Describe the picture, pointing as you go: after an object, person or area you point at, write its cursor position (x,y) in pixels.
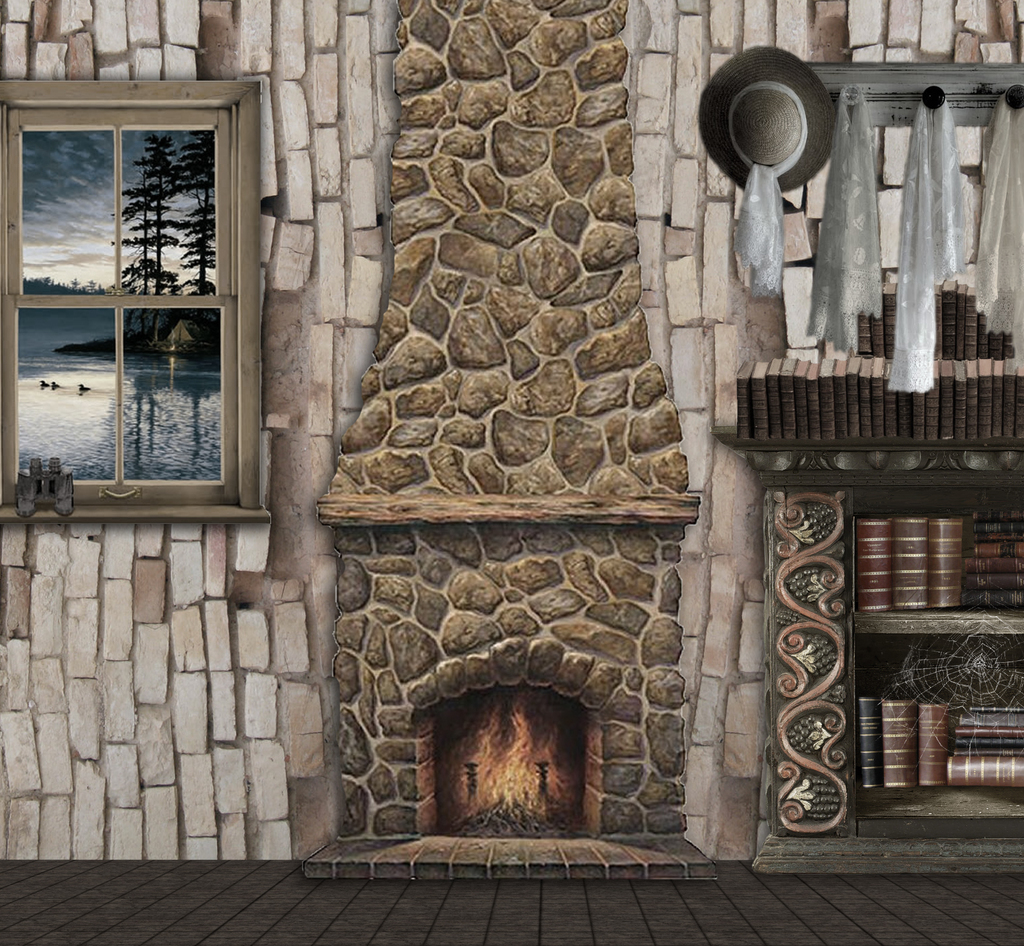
This is an animated picture we can see a wall (200,600) with a fireplace (468,383) and a glass window (126,287) and there are some books (888,708) in and on the shelves (841,496). At the top of the shelves (854,483) there is a hat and some clothes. Behind the window (81,383) there is water (72,420), trees (172,183) and a sky (88,212).
